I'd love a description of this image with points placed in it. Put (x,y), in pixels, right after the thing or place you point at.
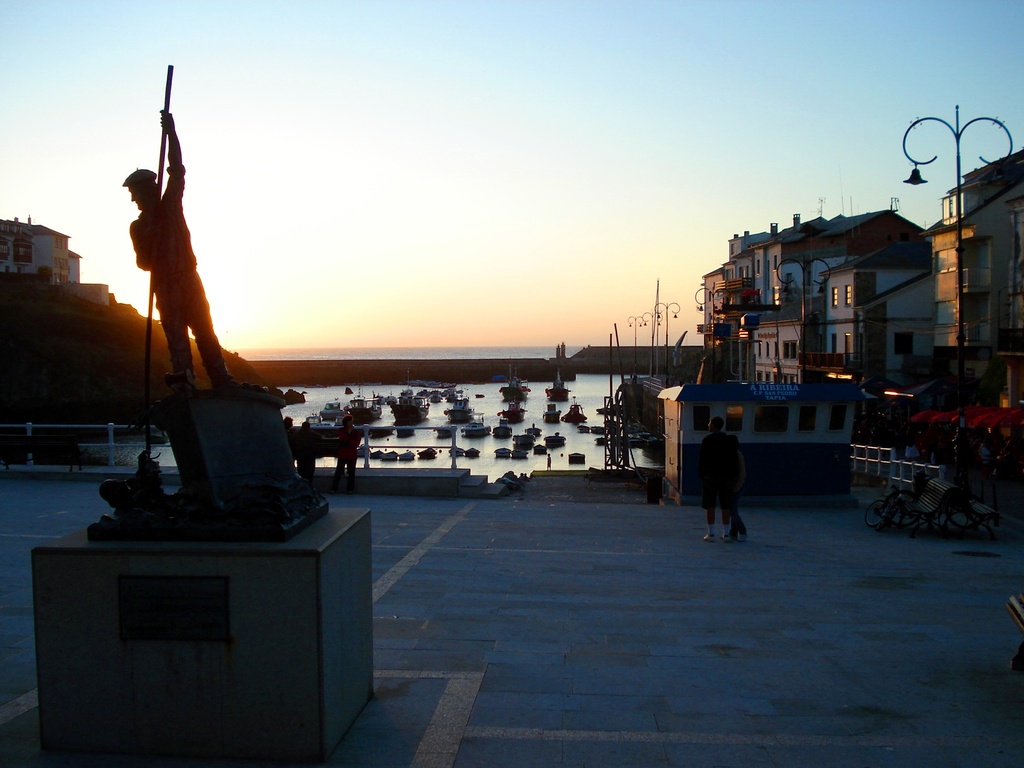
There is a statue (167,264) of a person (143,269) holding a stick (160,177) in the left corner (167,456) and there are few boats (456,418) on the water (462,438) behind it and there are few buildings (903,285) in the right corner (841,271).
